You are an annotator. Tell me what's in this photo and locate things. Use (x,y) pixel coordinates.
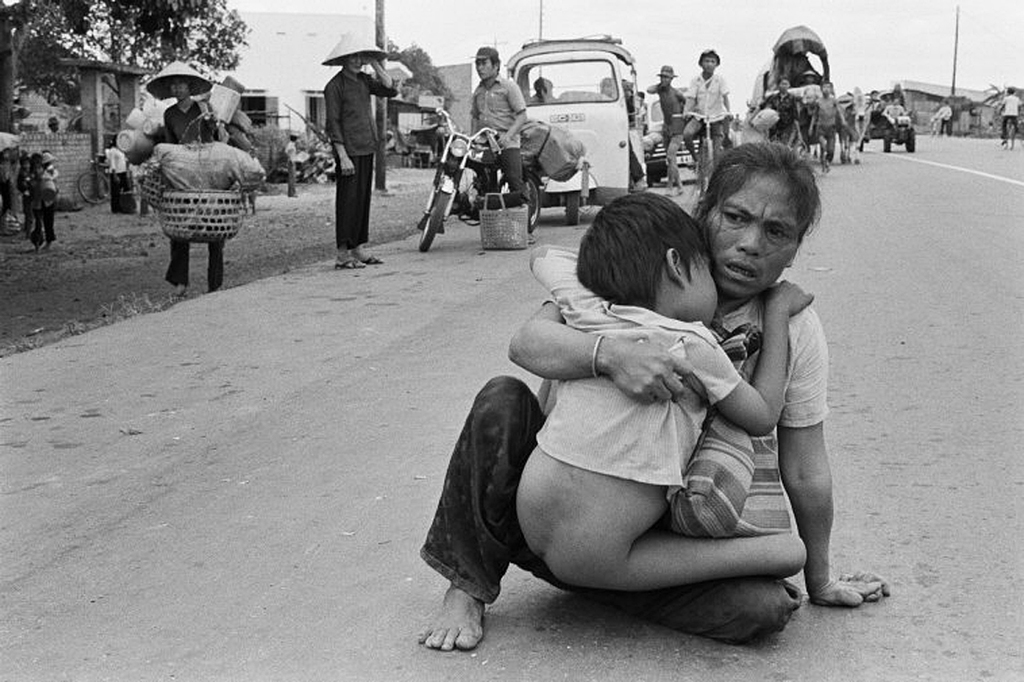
In this image there is the sky (793,15) towards the top of the image (731,78), there are houses (283,49) towards the left of the image (283,99), there is a wall (79,143) towards the left of the image (68,154), there is a tree (116,31) towards the top of the image (92,23), there is a pole (383,140) towards the top of the image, there is a road (287,427) towards the bottom of the image (952,474), there are a group of persons (702,84), there are vehicles (695,119) on the road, there are persons (342,109) holding an object (187,171), there is a woman (712,225) sitting on the road (885,244).
